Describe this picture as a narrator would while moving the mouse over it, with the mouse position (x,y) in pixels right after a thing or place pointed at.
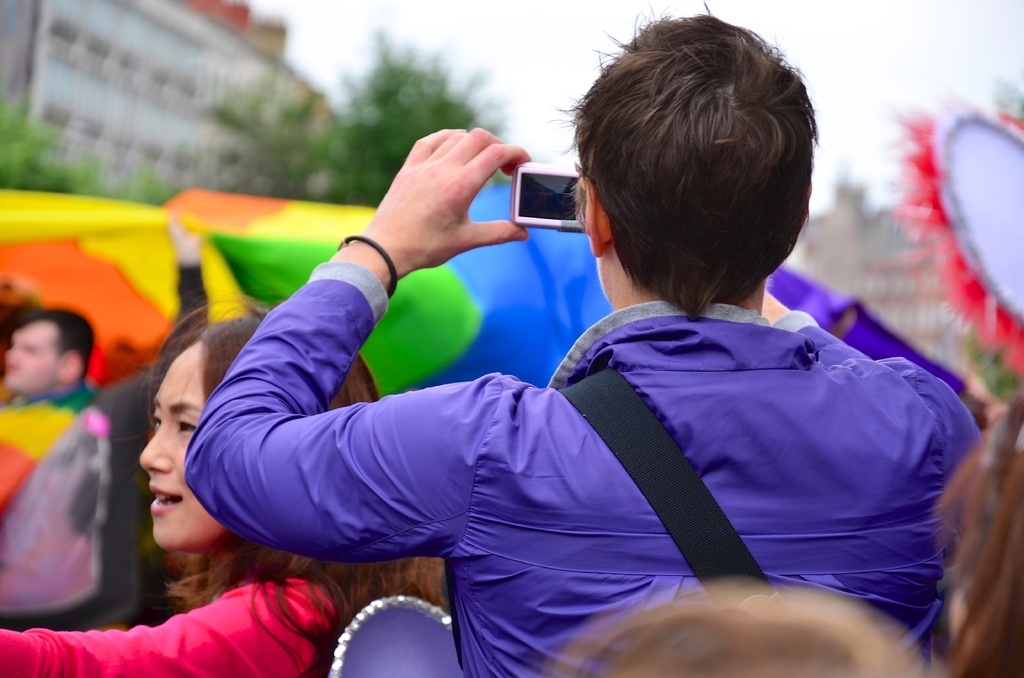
In the image in the center (629,399) we can see one person (628,488) standing and holding camera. In the background (277,91) we can see the sky (558,13), clouds (474,3), buildings (186,82), trees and few people (56,522) were standing and holding some objects (230,276).
